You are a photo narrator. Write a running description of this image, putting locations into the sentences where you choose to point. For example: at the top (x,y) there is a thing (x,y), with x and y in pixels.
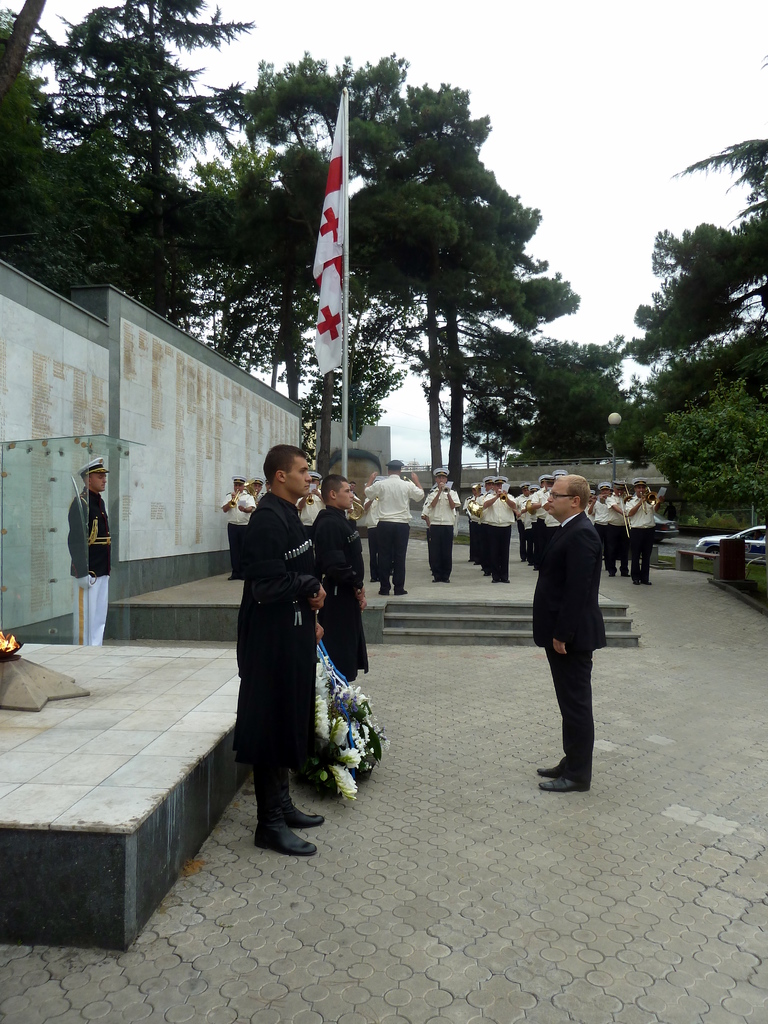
In this picture I can see a group of people (501,539) are standing among them some are playing musical instruments (471,507) and one person (319,568) is holding wreath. In the background (303,217) I can see trees (306,308), sky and wall (113,588). On the right side (738,544) I can see a vehicle (718,536), pole (615,474) and other objects (725,562) on the ground (697,838).
